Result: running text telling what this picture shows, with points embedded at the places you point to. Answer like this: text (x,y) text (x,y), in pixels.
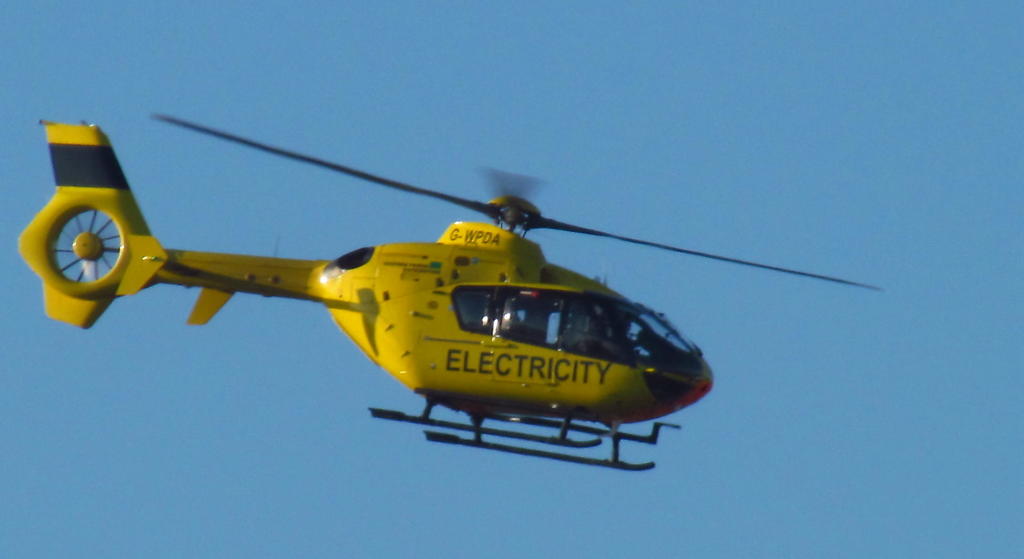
In the front of the image (631,416) there is a helicopter (641,405) in the air (833,304). In the background of the image (692,304) there is a blue sky (752,240).
